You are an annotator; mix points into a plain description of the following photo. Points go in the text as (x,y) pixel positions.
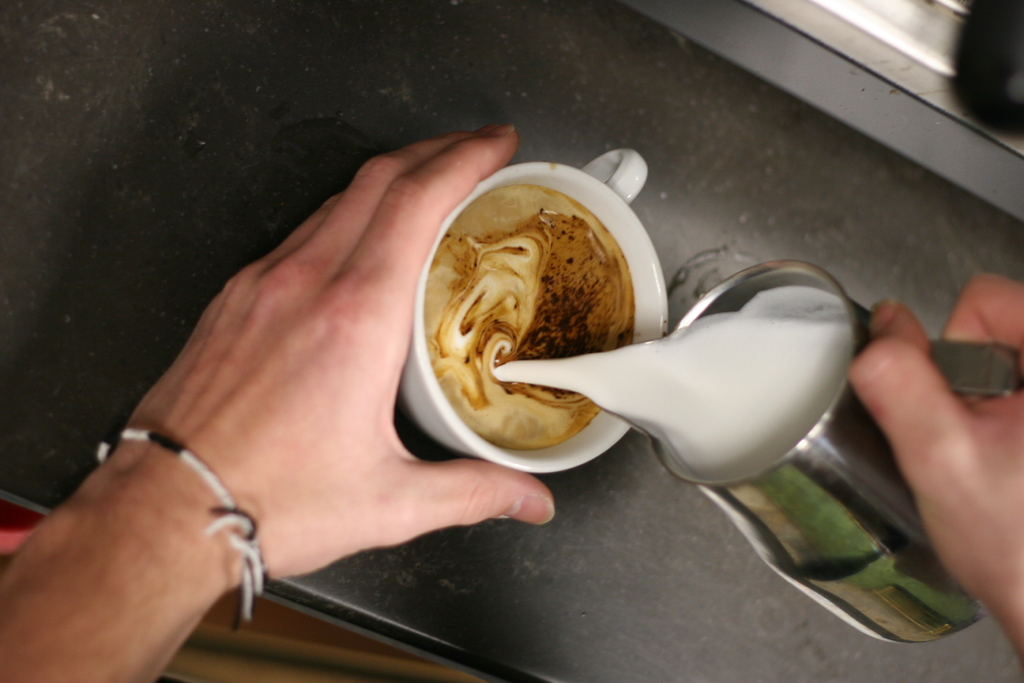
In this image I can see a person's hand (525,506) holding the cups (429,421).
